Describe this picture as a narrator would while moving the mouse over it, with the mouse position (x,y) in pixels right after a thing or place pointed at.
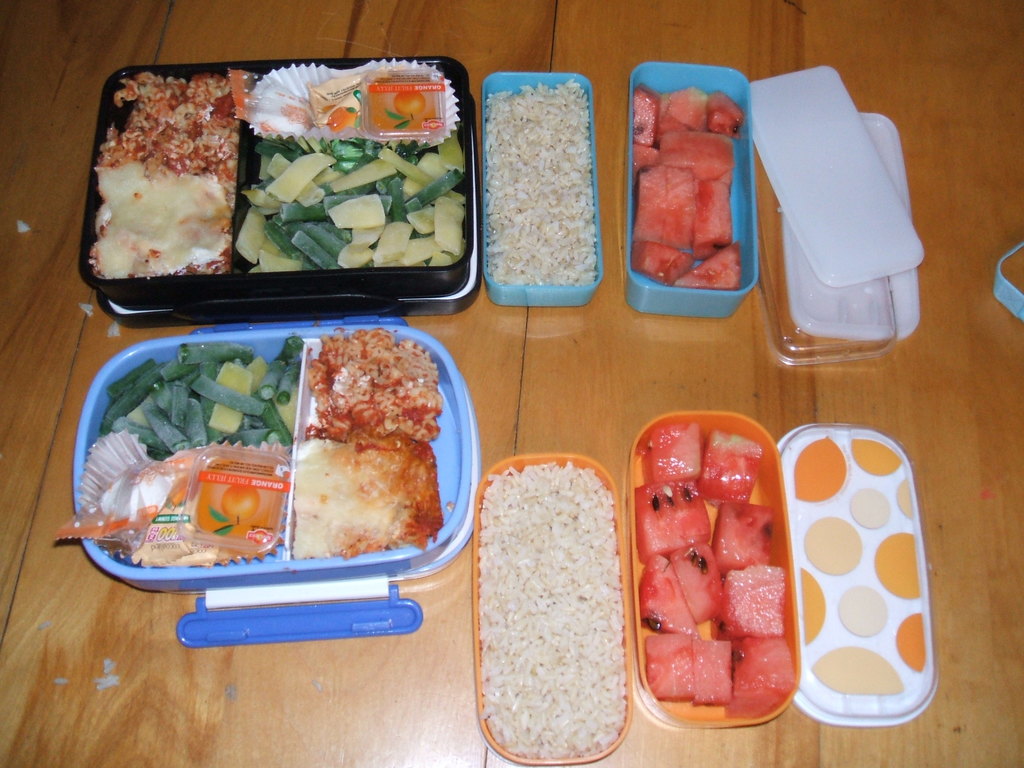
In this picture we can see a wooden platform (581,361), on this wooden platform (599,359) we can see boxes (872,613), food (171,116), fruits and some objects (875,649).
